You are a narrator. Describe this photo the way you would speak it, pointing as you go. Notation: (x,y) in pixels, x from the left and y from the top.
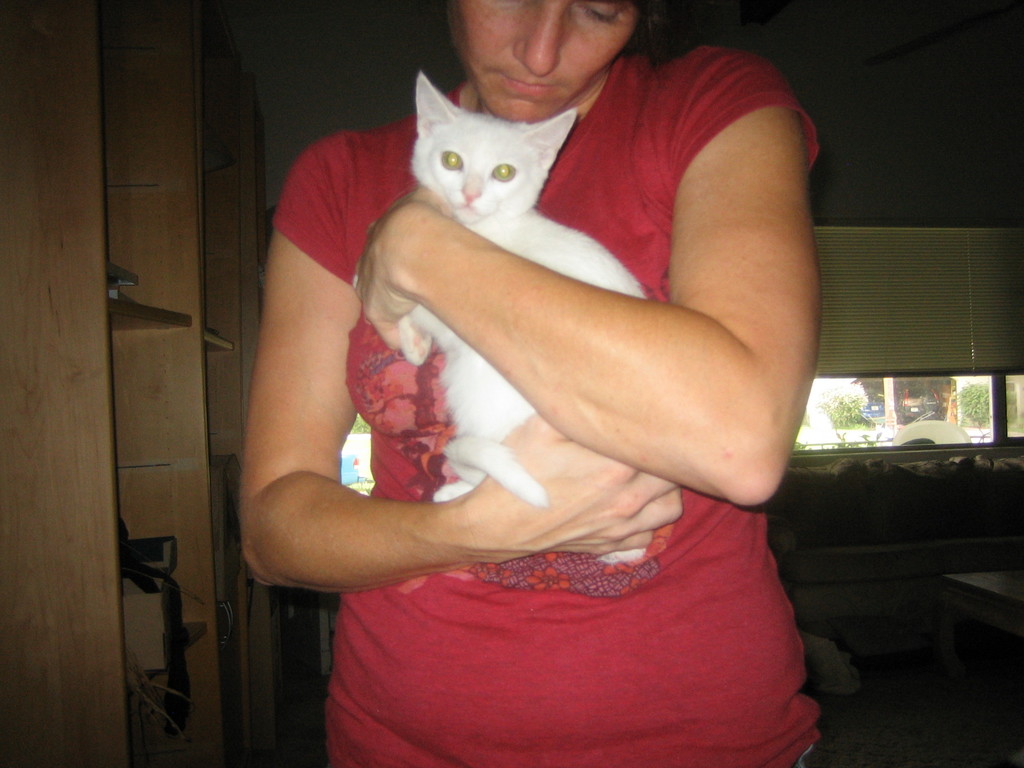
In this picture there is a woman (661,328) wearing a red color t shirt (494,565) and holding a cat (485,194) in her hand (477,499). In the background (911,416) there is a curtain (940,372) and a window (869,415) here. In the left side (129,398) there are cupboards (103,328).
